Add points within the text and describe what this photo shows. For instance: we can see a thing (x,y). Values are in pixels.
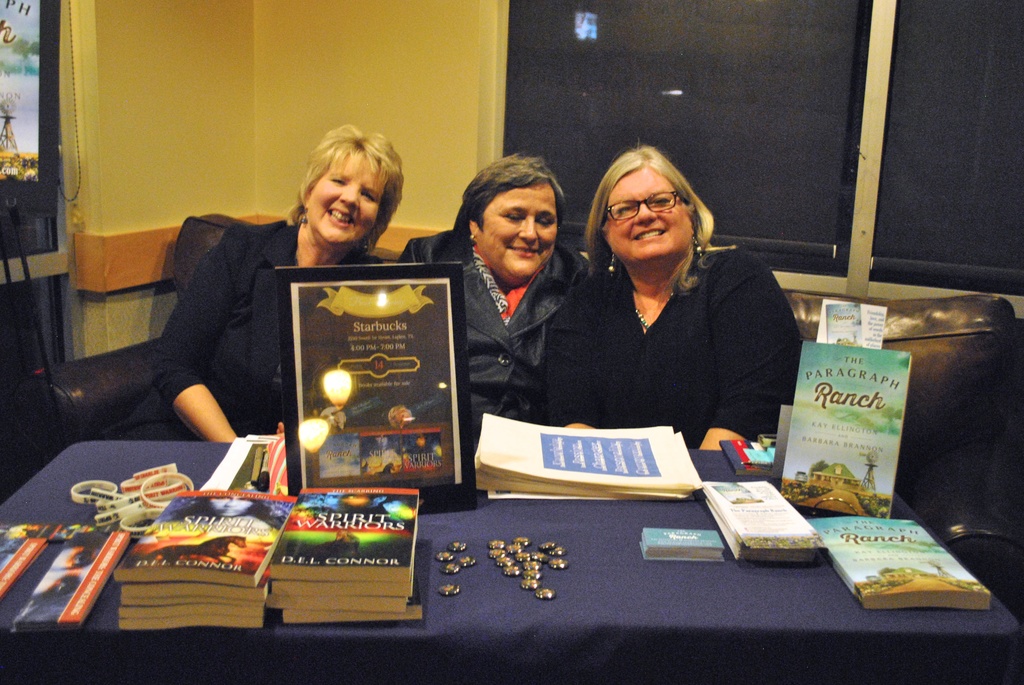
In this picture we can see three women (268,251) and they are smiling, in front of them we can see a table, on this table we can see books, bands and some objects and in the background (126,299) we can see the wall (150,300).
